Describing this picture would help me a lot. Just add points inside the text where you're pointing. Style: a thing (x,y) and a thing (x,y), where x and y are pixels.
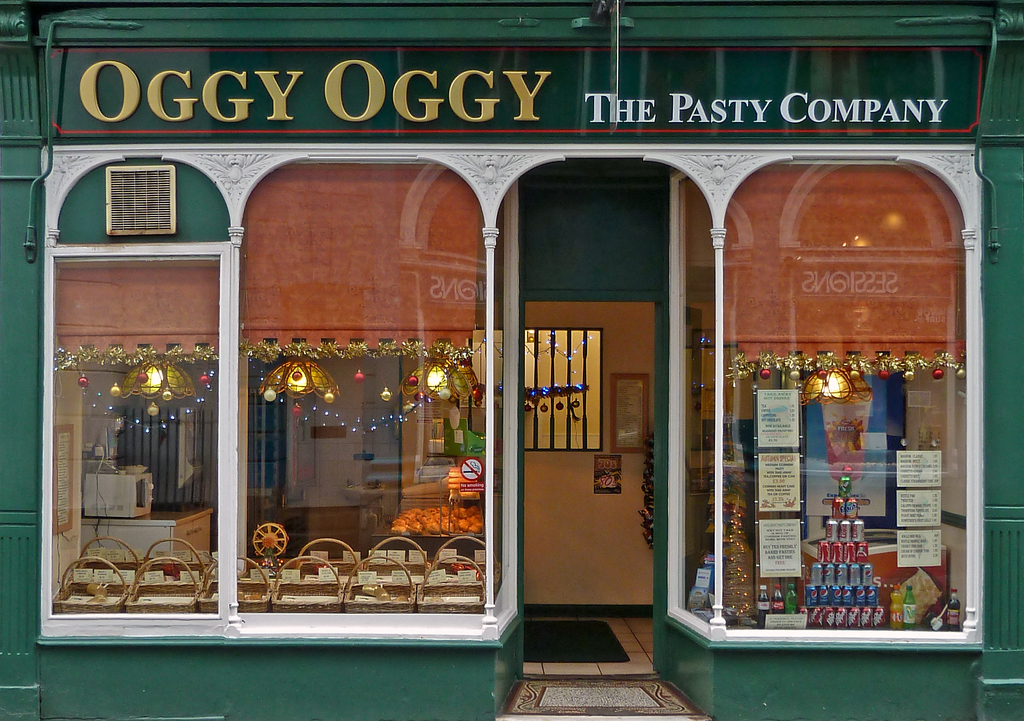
In this picture I can see there is a shop (190,436) here and it has a name plate (961,76) and it has a door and there are few baskets (240,574) arranged here and there is a window (446,299) and there is a wall (396,386), a micro oven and there is decoration (437,347) on the wall (630,491).
